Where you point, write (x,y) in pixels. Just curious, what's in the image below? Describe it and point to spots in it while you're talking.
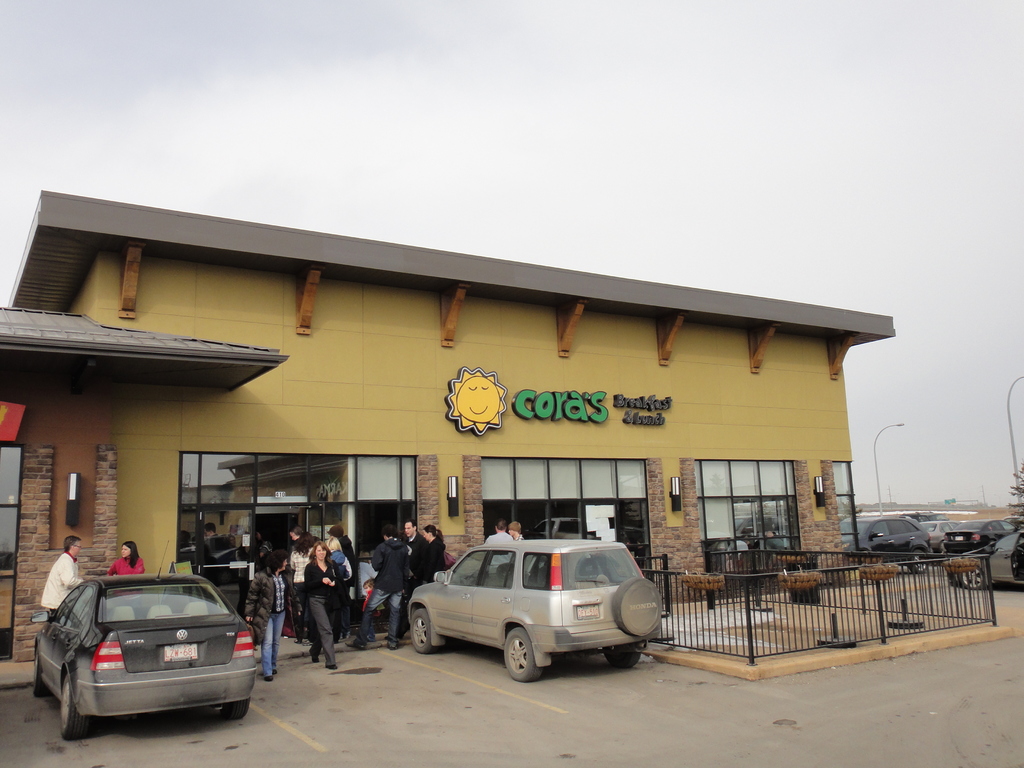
In this image I can see two vehicles (418,621) in-front of the building (353,428). To the side of the vehicle (206,641) I can see the group of people (301,596) with different color dresses (304,600). To the right (795,640) I can see the railing (801,643) and few more vehicles (1004,557). In the background (859,491) I can see the poles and the sky (424,101).
